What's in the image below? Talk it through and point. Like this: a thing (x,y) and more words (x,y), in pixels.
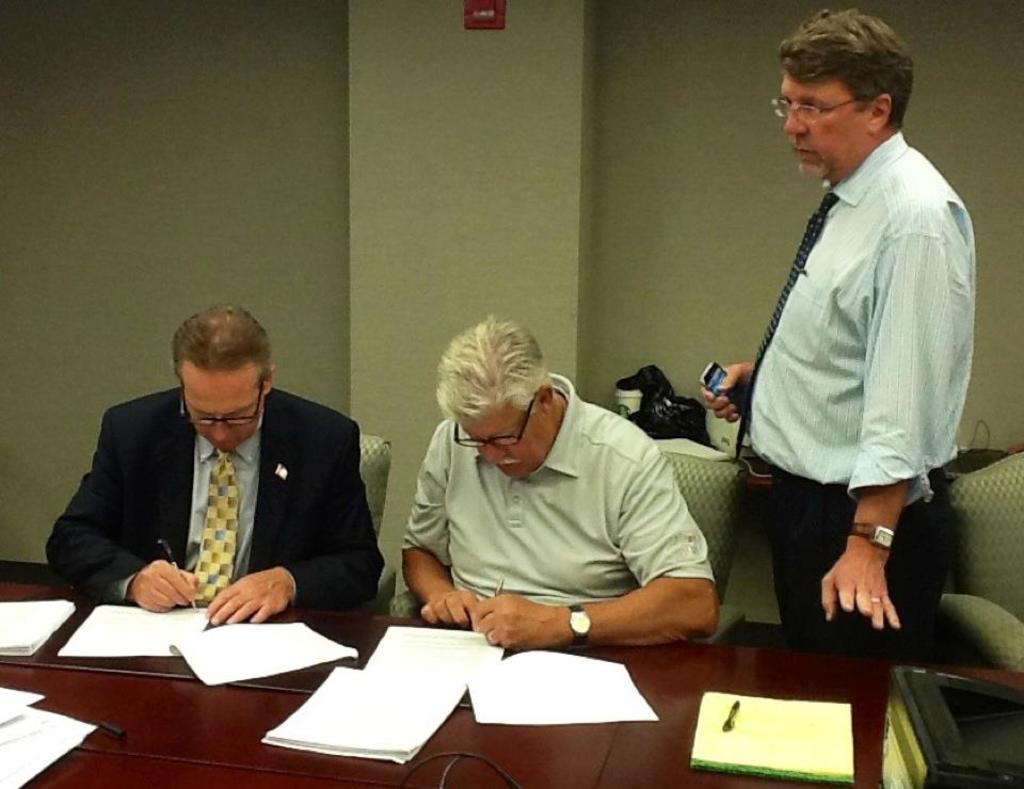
In the image we can see there are men (461,558) sitting on chair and holding pen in their hand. On the table (635,666) there are papers (382,678) and there is a pen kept on the bundle of papers (762,723). There is another person (856,497) standing and holding mobile phone (720,371) in his hand (732,375). Behind there are chairs (954,504) kept on the floor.
